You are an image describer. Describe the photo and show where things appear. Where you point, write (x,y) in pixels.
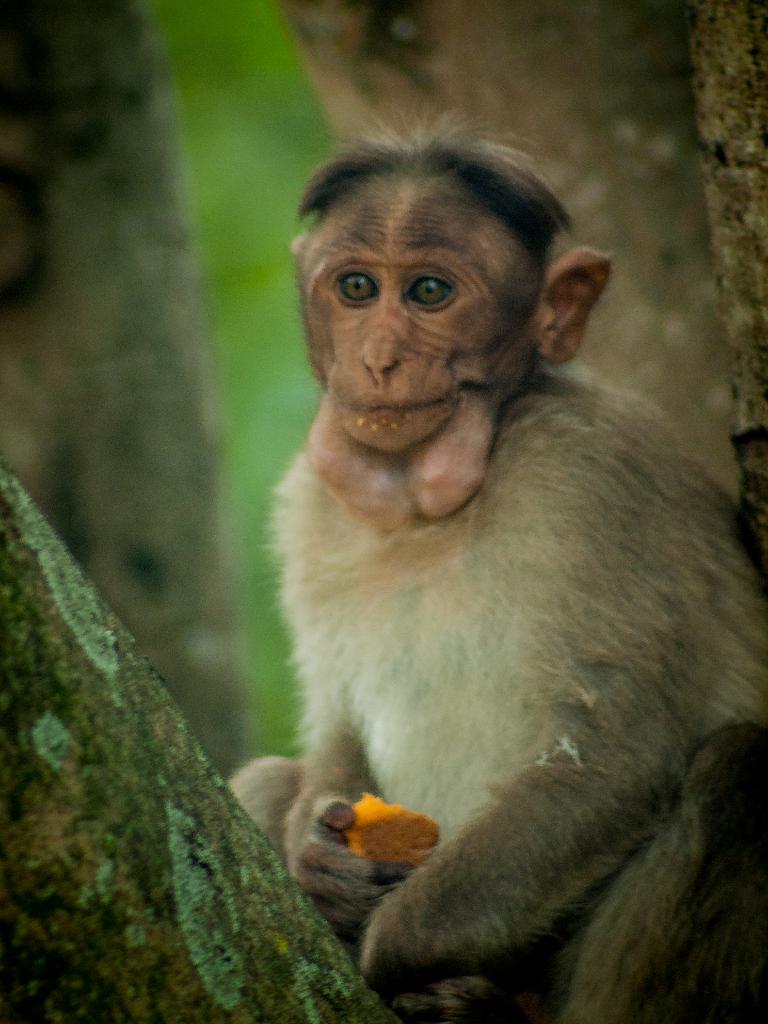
In this image there is a monkey (394,451) sitting and holding an object (394,821), there are tree trunks (130,636), the background of the image (125,93) is blurred.
